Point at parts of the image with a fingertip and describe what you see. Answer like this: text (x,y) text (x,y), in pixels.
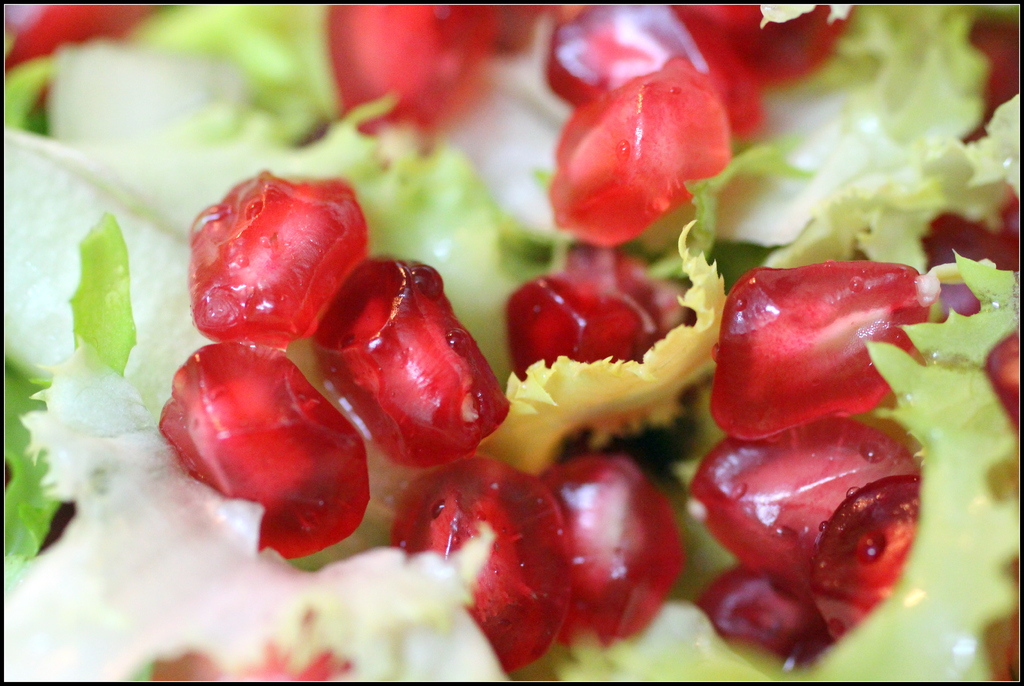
In this picture, it seems to be a dish (650,301), which includes pomegranates (787,347) and other items (369,225) in it.
